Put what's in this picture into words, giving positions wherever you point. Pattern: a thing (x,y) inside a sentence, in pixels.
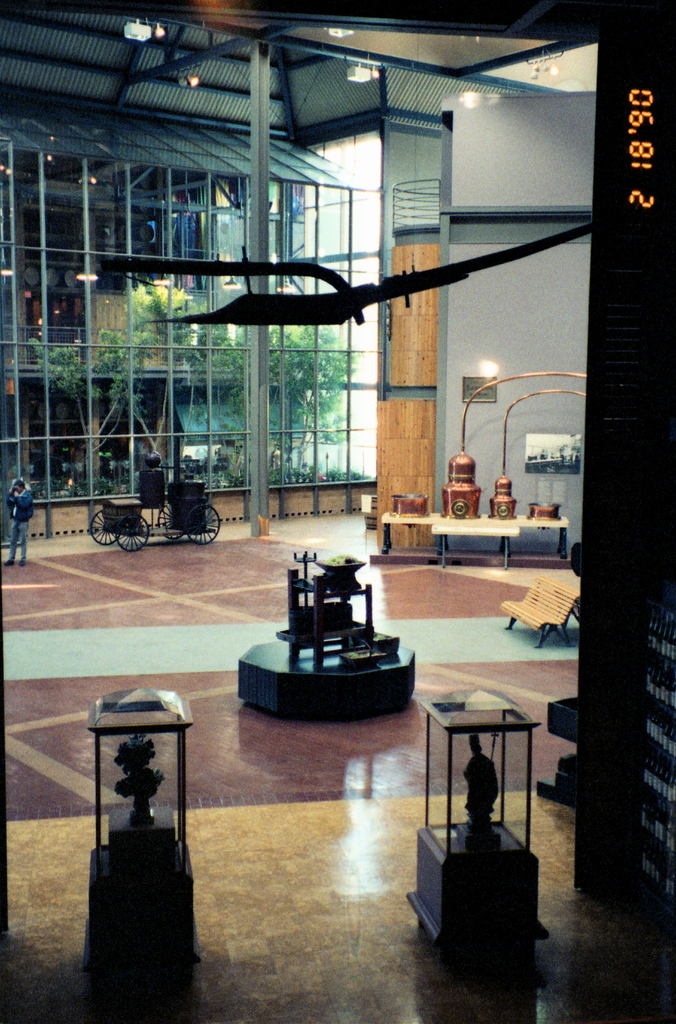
In this image we can see statues (479,830) inside glass boxes (443,822). In the back (542,607) there is a bench (518,614). Also there is a cart (150,497). And we can see a man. In the background (136,390) there is a glass wall (203,334). On the ceiling (369,86) there are lights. And there are few other things (445,496). Also there are tables (479,520). Through the glass wall (157,382) we can see trees (75,381). Also there is a pillar (256,374).
